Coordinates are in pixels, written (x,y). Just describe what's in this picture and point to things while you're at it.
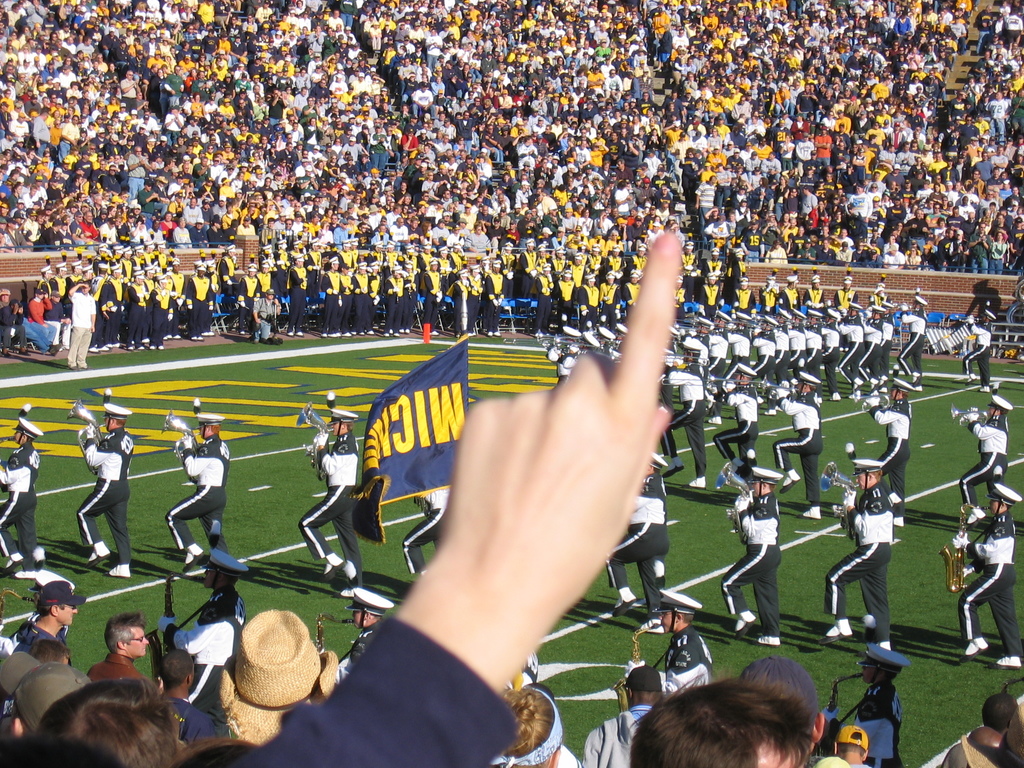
In this picture I can see a human hand (562,515) at the bottom (471,612), in the middle (641,493) a group of people (803,468) are playing the musical instruments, at the top (382,98) a lot of people (434,232) are watching this activity from there.
